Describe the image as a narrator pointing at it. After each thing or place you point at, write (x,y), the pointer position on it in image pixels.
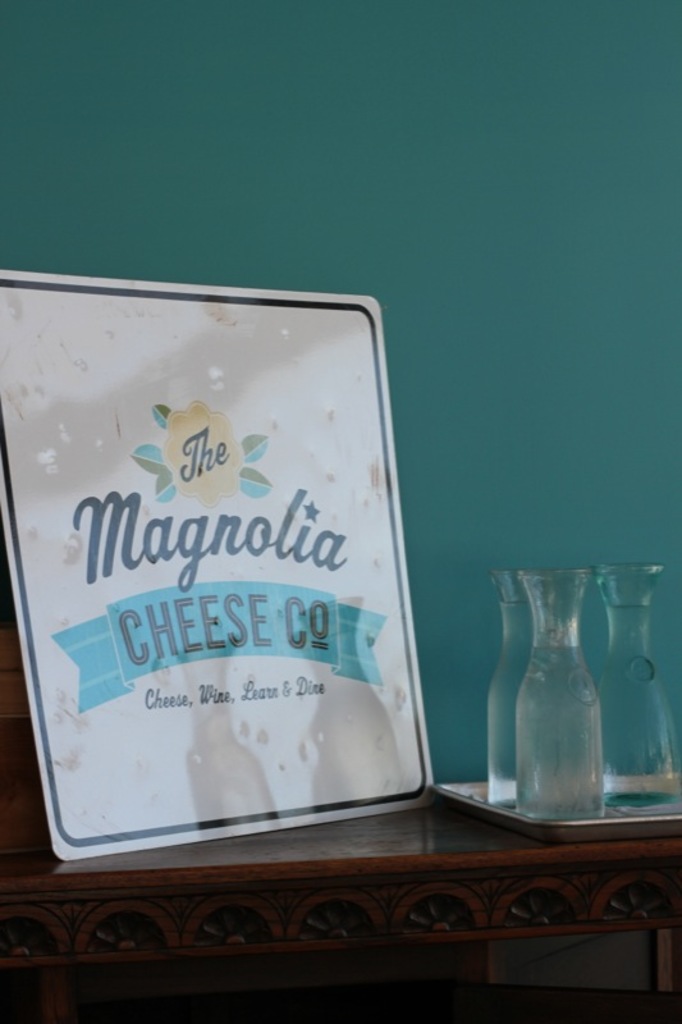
In this image in the front (408,888) there is a table (406,887), on the table (331,857) there is a board (220,600) with some text (208,620) written on it and there are glasses (551,729).
